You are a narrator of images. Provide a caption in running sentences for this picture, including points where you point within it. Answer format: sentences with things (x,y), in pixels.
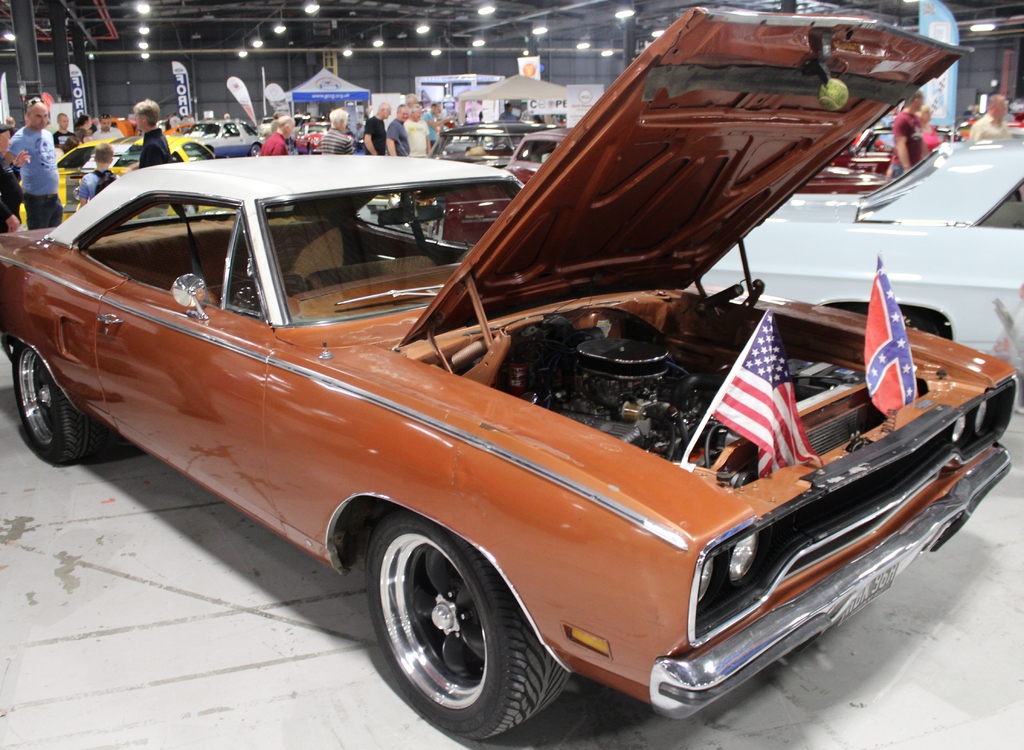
In the image there is a car (300,426) in the front (469,564) and behind the car (323,498) there are many people (104,146) standing around other different cars (118,148), there are few tents (324,78) in between those people (408,109) and also some banners (85,96).
